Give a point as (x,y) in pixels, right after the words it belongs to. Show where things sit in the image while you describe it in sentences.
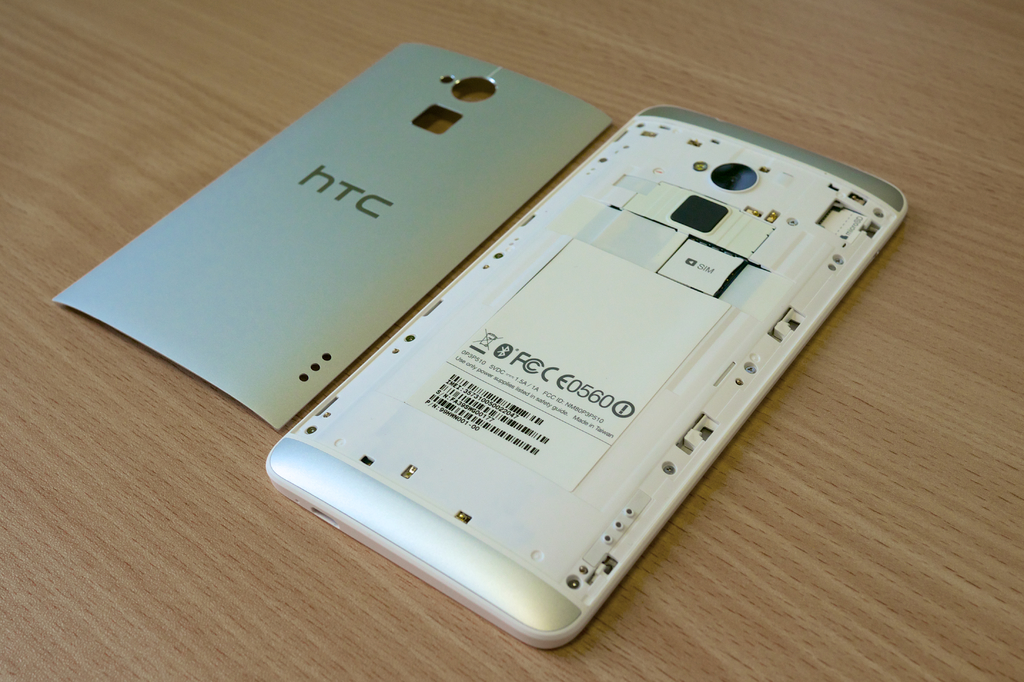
In this image there is a cell phone (537,394) on the table (912,449). Beside there is a cover (413,209) of the cell phone (527,405).
